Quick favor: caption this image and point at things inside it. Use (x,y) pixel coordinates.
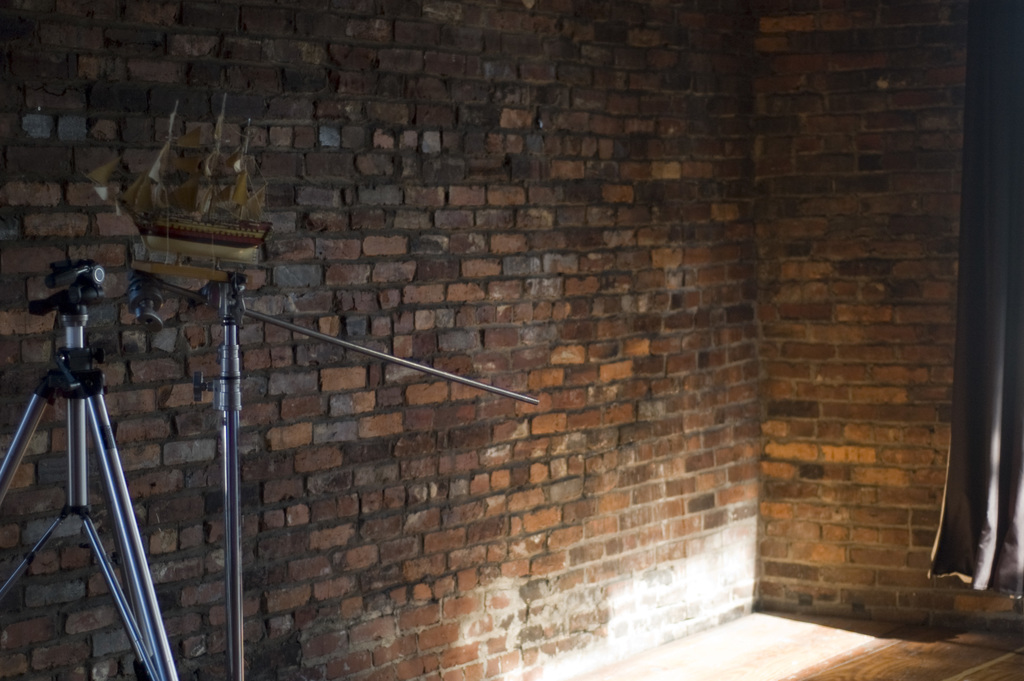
In this image we can see a model ship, stands (62,280), a brick wall (674,336), also we can see a curtain (989,459).
